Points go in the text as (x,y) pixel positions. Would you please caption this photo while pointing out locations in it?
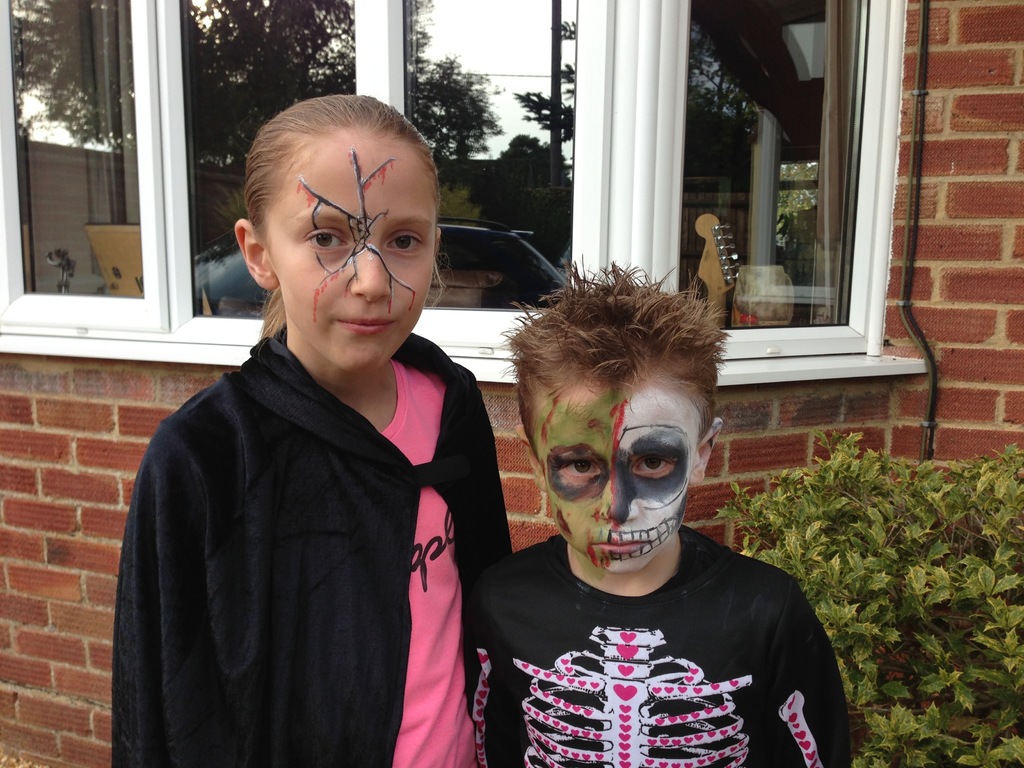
In this picture there are two persons (315,749) standing and there is painting (623,541) on their faces (541,462). At the back (43,628) there is a building (44,586) and there is a guitar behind the window (740,243) and there are reflections (103,3) of trees (87,9) and there is reflection (557,277) of car (213,289) and sky (514,21) on the mirror (221,175). On the right side of the image (853,520) there is a plant (1019,597) and there is a pipe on the wall (987,445).
